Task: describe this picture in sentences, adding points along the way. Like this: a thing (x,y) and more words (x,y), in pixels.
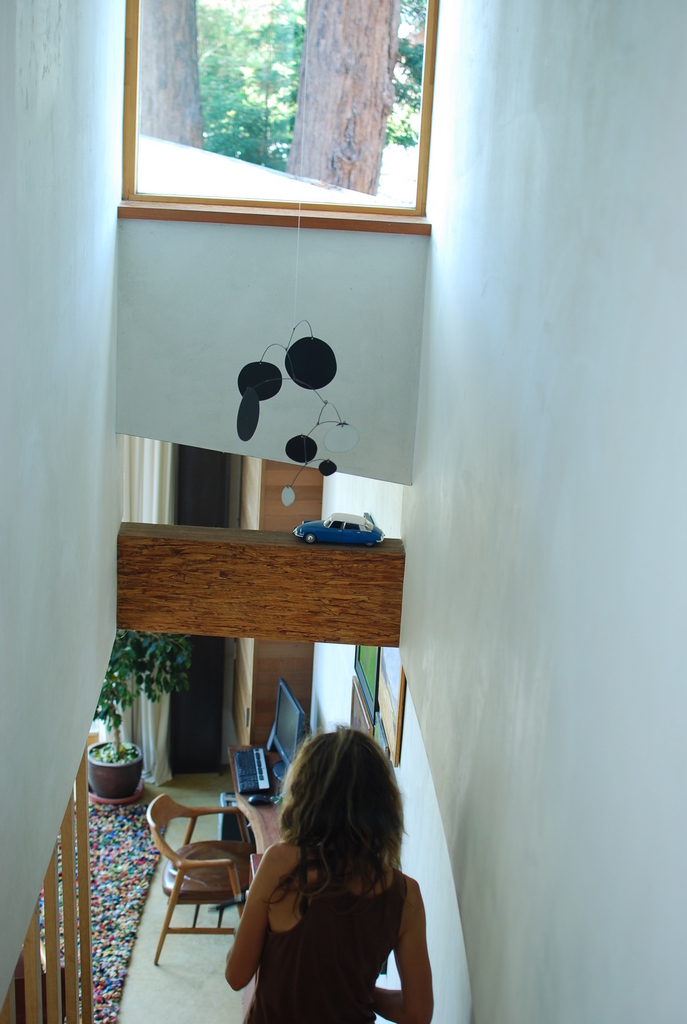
In this image I see a window (312,189), a toy car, a woman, chair (237,854), desktop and a plant (126,634).
